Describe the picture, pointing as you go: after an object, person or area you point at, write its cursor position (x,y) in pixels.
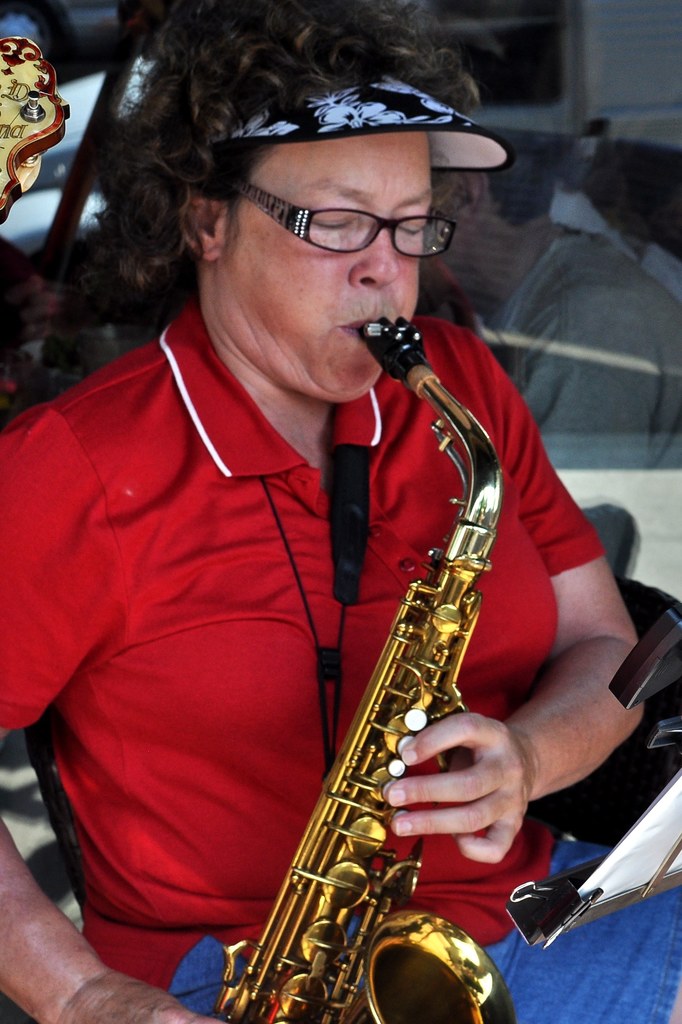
In this picture we can see a person (234,718), she is playing a saxophone (443,562).
